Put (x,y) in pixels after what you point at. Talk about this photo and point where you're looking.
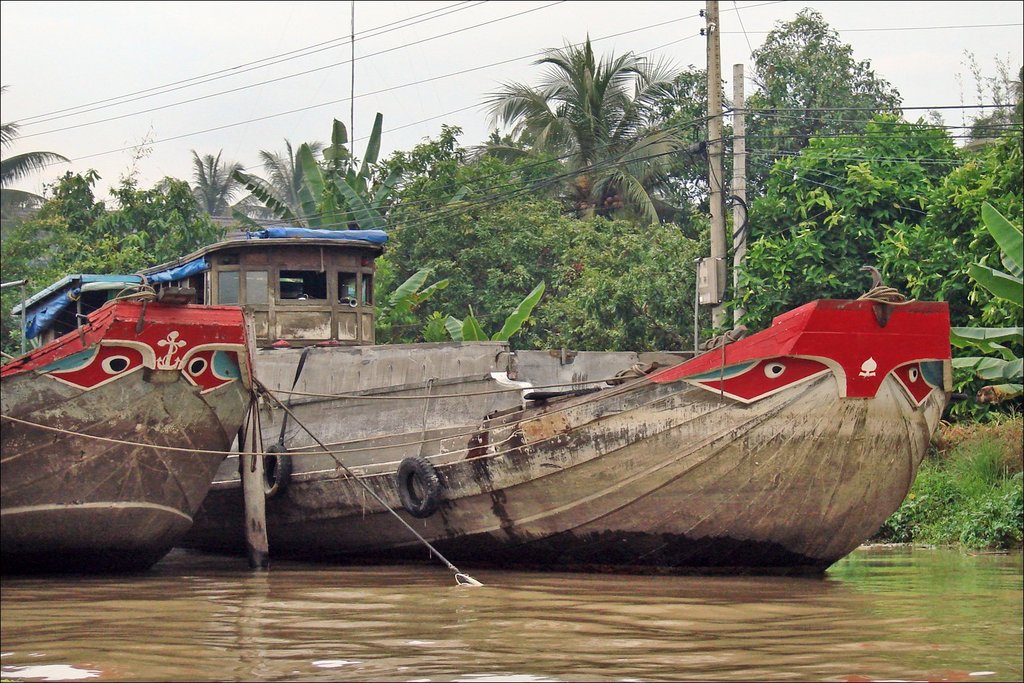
In the image there are two boat houses (424,407) on the water surface (207,622), behind the boats (622,501) there are a lot of trees (389,232) and in front of those trees (689,243) there are two current poles (720,179) with many wires (545,85).
